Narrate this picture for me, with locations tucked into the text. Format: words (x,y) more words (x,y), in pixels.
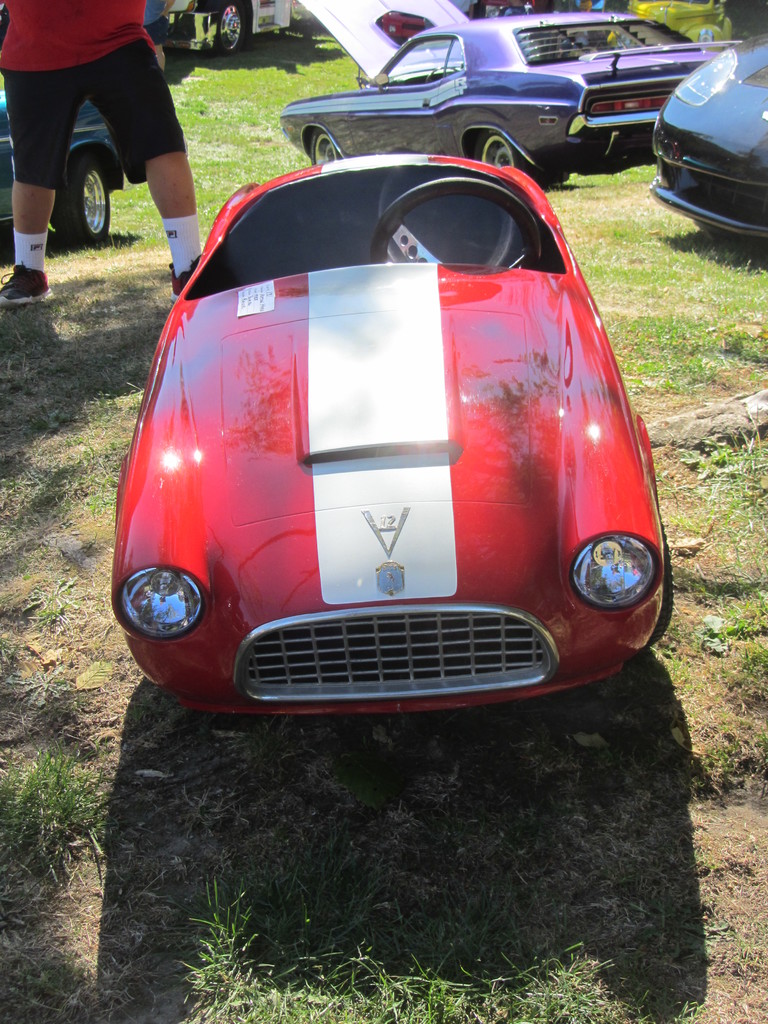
In the image we can see there are many vehicles (565,274) of different colors. This is a grass (672,289) and there is a person (95,79), standing, wearing clothes (45,55), socks (20,263) and shoes (24,292).
